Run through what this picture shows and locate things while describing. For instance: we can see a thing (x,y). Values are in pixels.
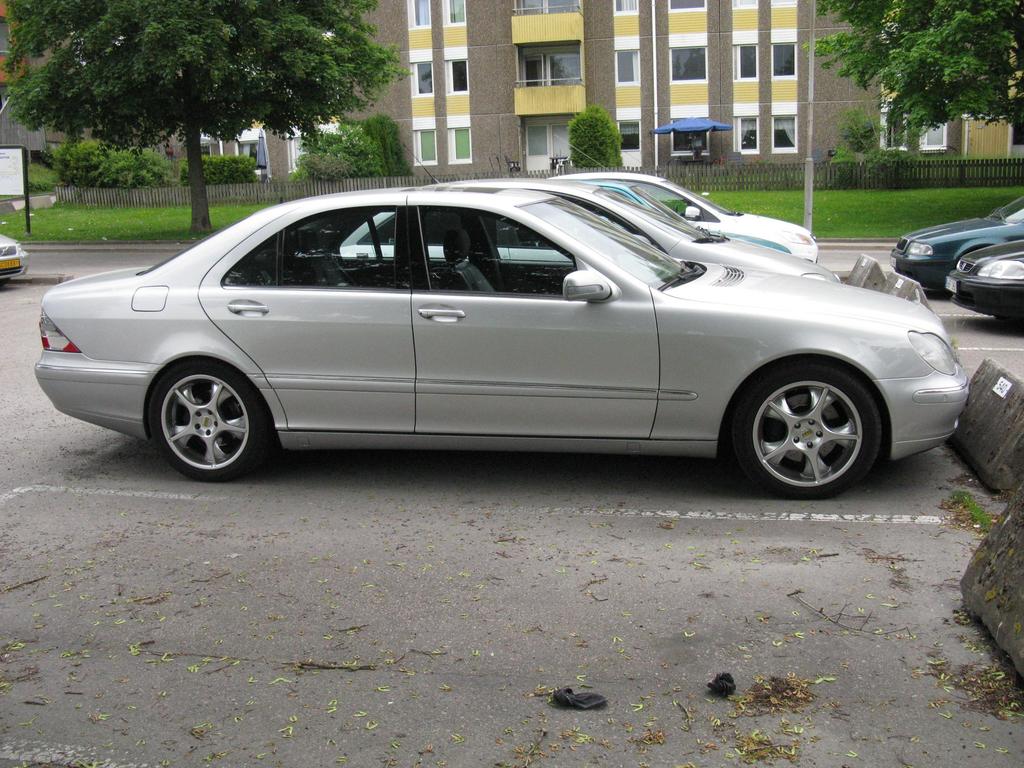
In this image, in the middle (489,261), we can see few cars (500,302) which are placed on the road (605,474). On the right side (940,67), we can also see car (1009,223), trees (987,30). On the left side (330,49), we can also see trees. In the background (454,68), we can see some trees (925,66), building (570,64), plants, glass window (677,64). At the bottom (386,627), we can see a grass (871,212) and a road (390,613).
